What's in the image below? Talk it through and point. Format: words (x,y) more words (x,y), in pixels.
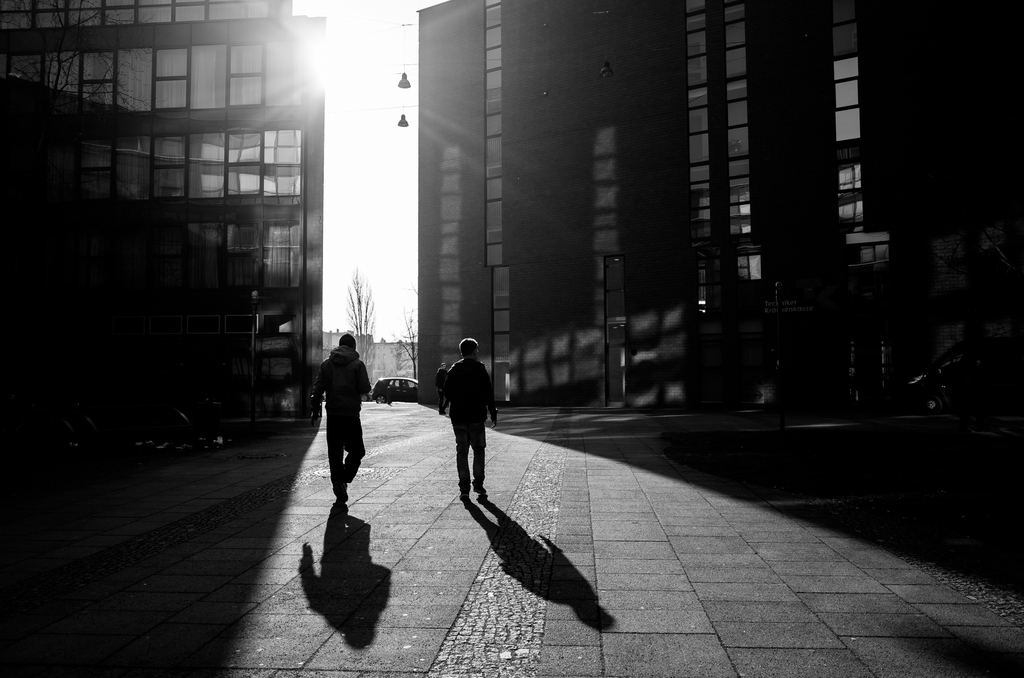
In the foreground of this picture (375,436), there are two persons (468,426) walking on the ground (453,436). We can see buildings (250,187), trees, and the sky (394,138) in the background (373,153).
